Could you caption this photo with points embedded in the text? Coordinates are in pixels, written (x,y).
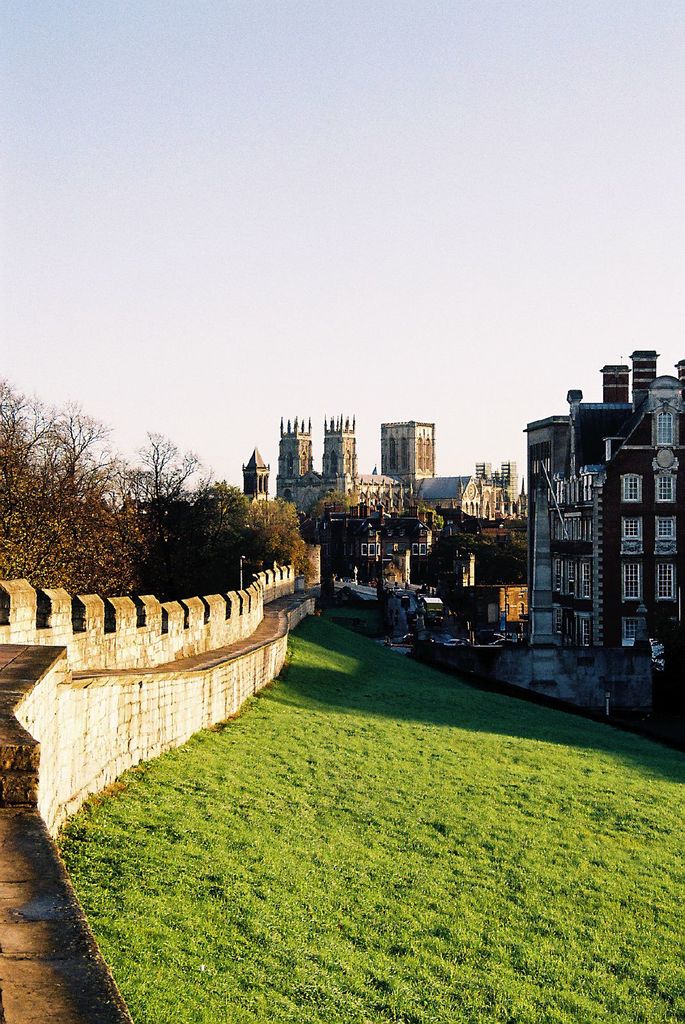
In this picture there are buildings (585,569) and trees (99,544) and there are vehicles (439,620) on the road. On the left side of the image (112,636) there is a wall (18,793). At the top (284,182) there is sky (448,160). At the bottom (486,931) there is grass (388,912).
